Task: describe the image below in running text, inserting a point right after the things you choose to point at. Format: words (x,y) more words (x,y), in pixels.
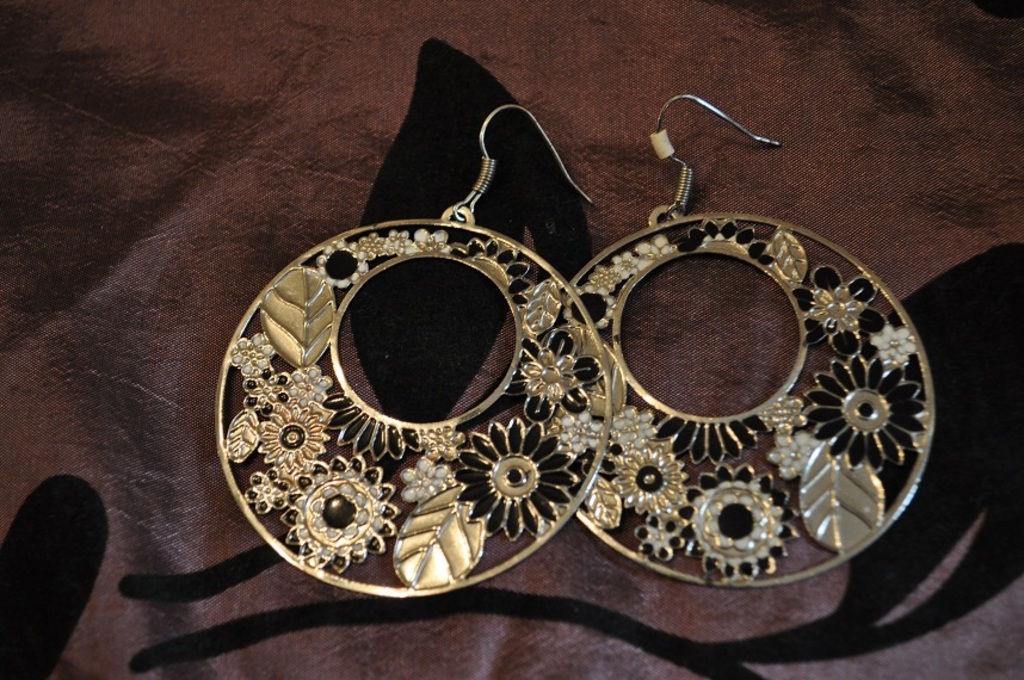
In this picture there are earrings (525,408) on the cloth (414,204).
